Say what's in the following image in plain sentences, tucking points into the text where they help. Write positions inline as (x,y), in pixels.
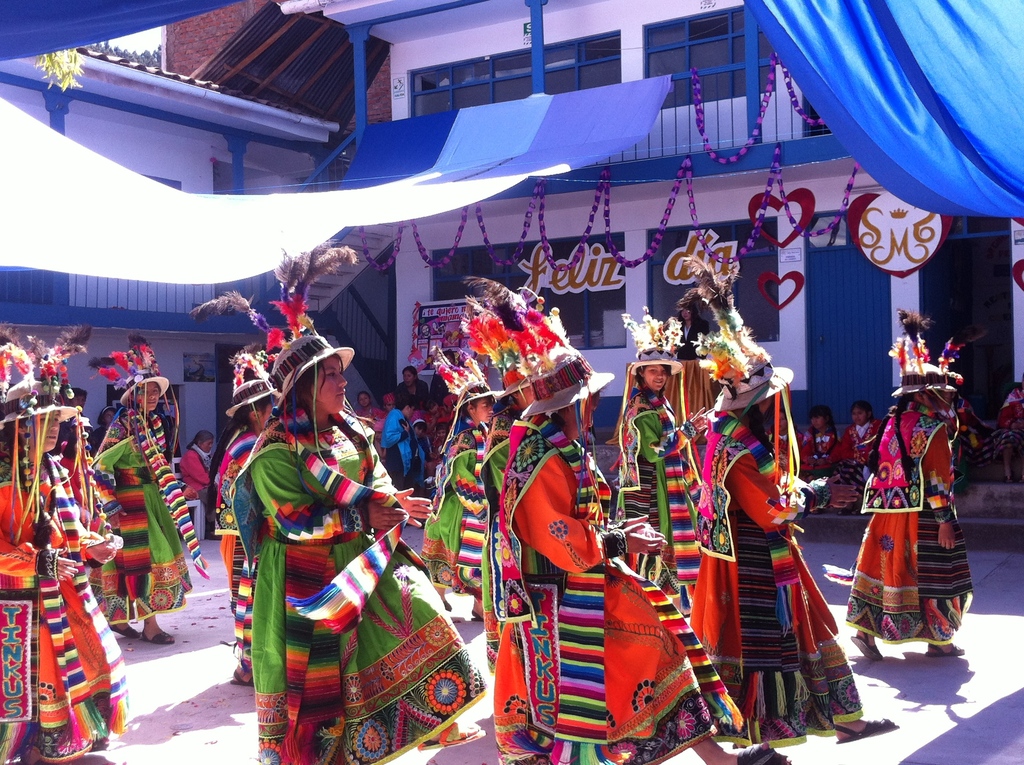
In the center of the image (492,336) there are women (314,400) dancing wearing costumes (714,586). In the background of the image (485,213) there are houses (589,66). There are windows (489,87). There is a cloth (308,219). At the bottom of the image (933,714) there is floor (927,726).
